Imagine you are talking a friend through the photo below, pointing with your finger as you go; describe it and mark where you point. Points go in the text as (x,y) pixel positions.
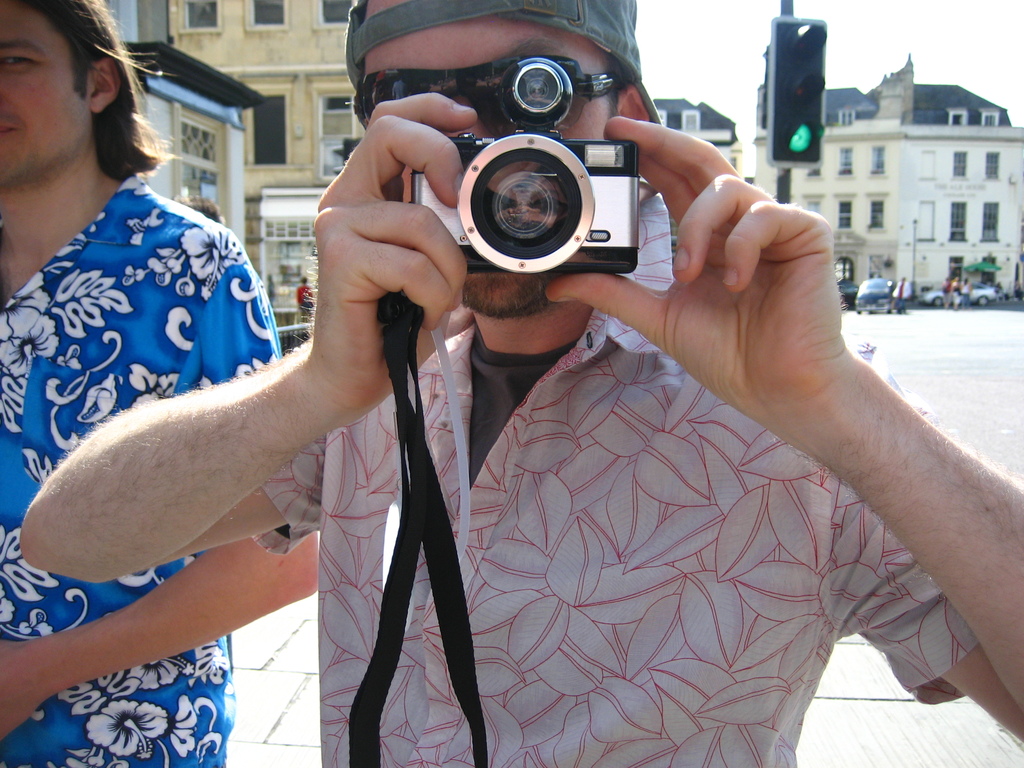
This is a picture of two mans (164,413), the two mans (164,413) are in floral shirt (520,574) one is in blue shirt (100,307) and in white shirt (618,527). The man (588,551) in white shirt (547,508) holding a camera (486,189) and having a goggles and hat (577,12). The man (51,452) in blue shirt (63,411) having a long hair (107,125). The background of the two persons (135,236) are the houses (855,117), there is a traffic light (788,134) and the two persons (475,423) are on the road (935,359) there is a cars (874,293) parking on the road (910,322).
